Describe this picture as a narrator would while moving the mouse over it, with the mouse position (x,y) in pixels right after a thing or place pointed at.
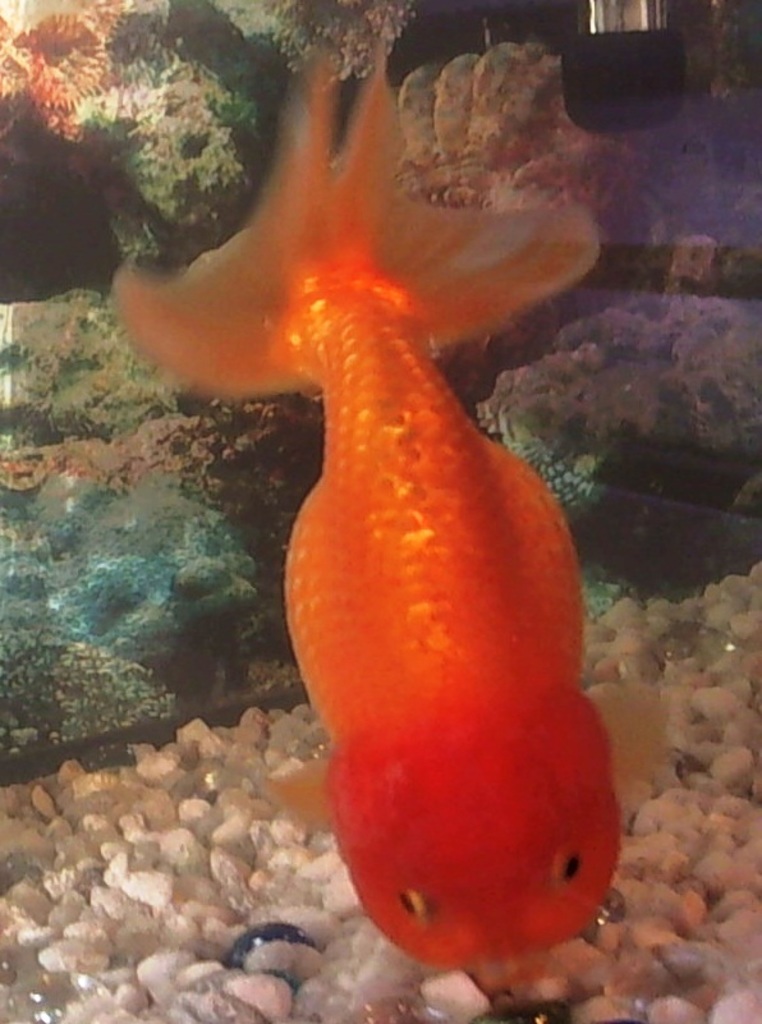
In this picture we can see a fish (329,312), stones (686,664), rocks (140,471) in the water (155,591) and in the background (620,35) we can see an object (604,46).
